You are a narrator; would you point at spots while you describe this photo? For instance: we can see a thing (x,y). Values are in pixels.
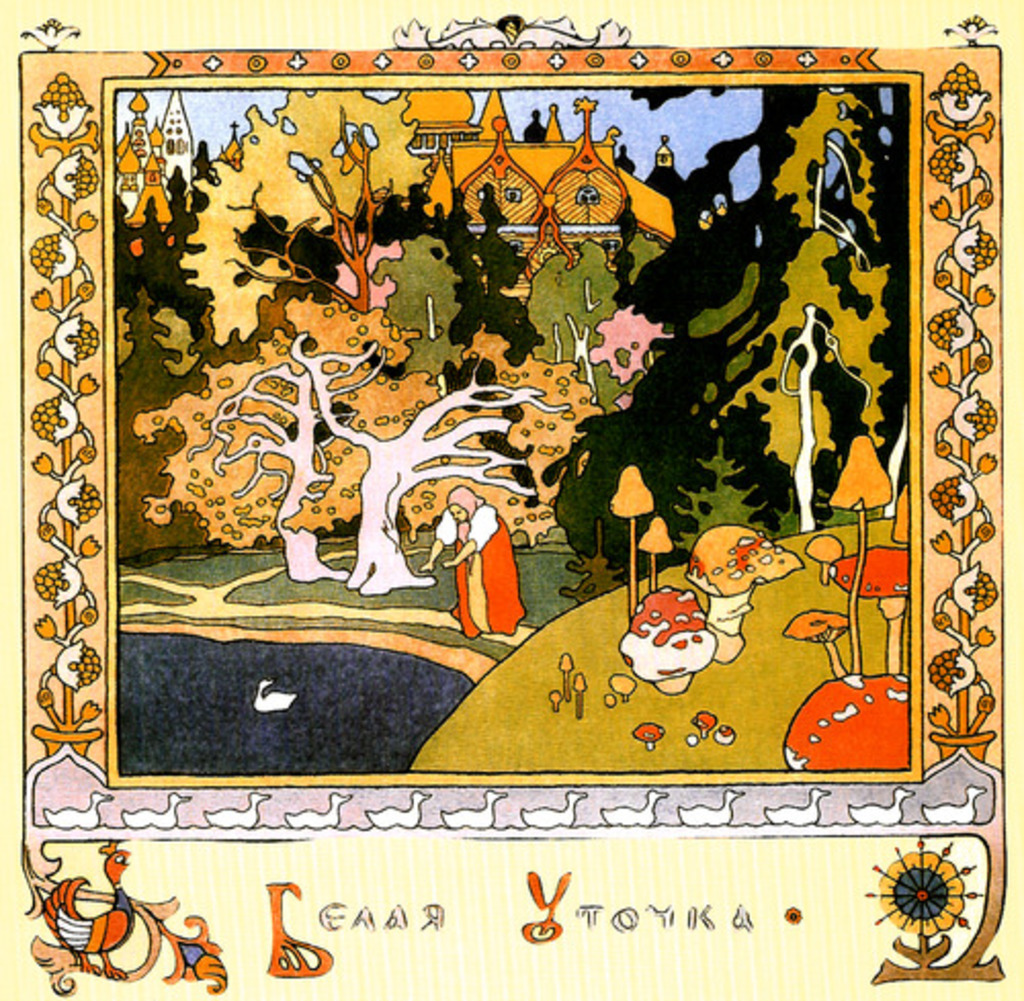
This is a painting (566,695). On the painting (458,371) there is a border (199,60). Also there are trees (490,276), buildings (608,166) and many other things (740,621).
